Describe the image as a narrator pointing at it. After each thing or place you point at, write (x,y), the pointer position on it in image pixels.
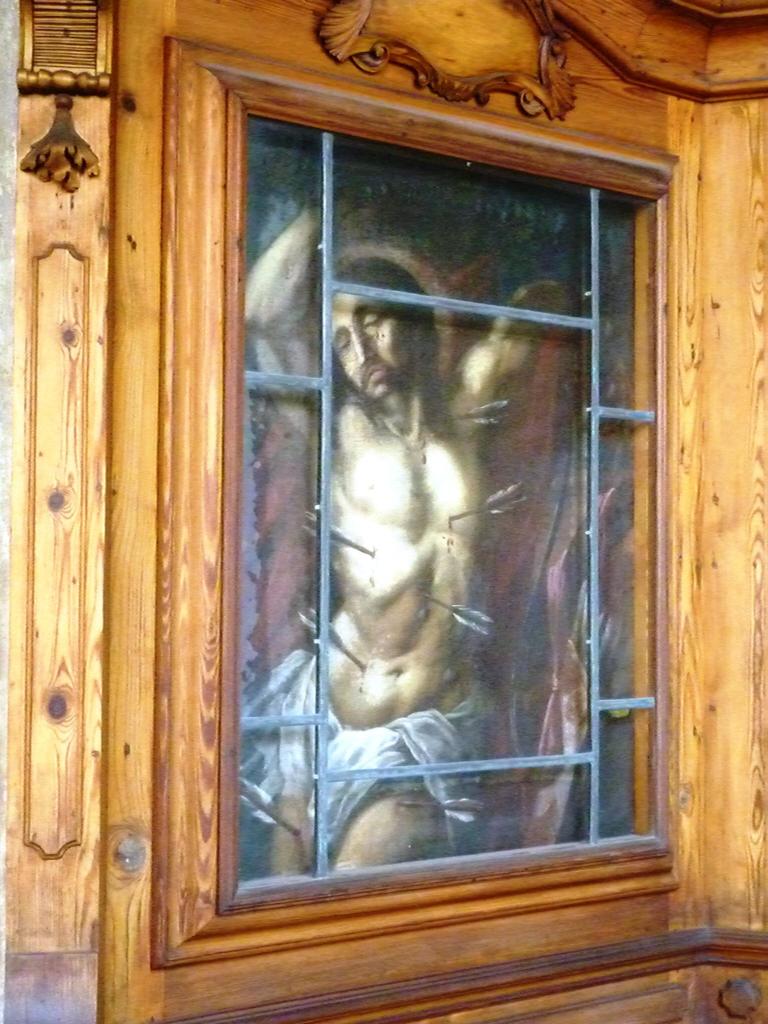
In this image I can see the brown colored wooden structure (128,510) around the photograph (390,489) and in the photo (377,593) I can see a person (408,555) wearing the white colored cloth (371,739).
